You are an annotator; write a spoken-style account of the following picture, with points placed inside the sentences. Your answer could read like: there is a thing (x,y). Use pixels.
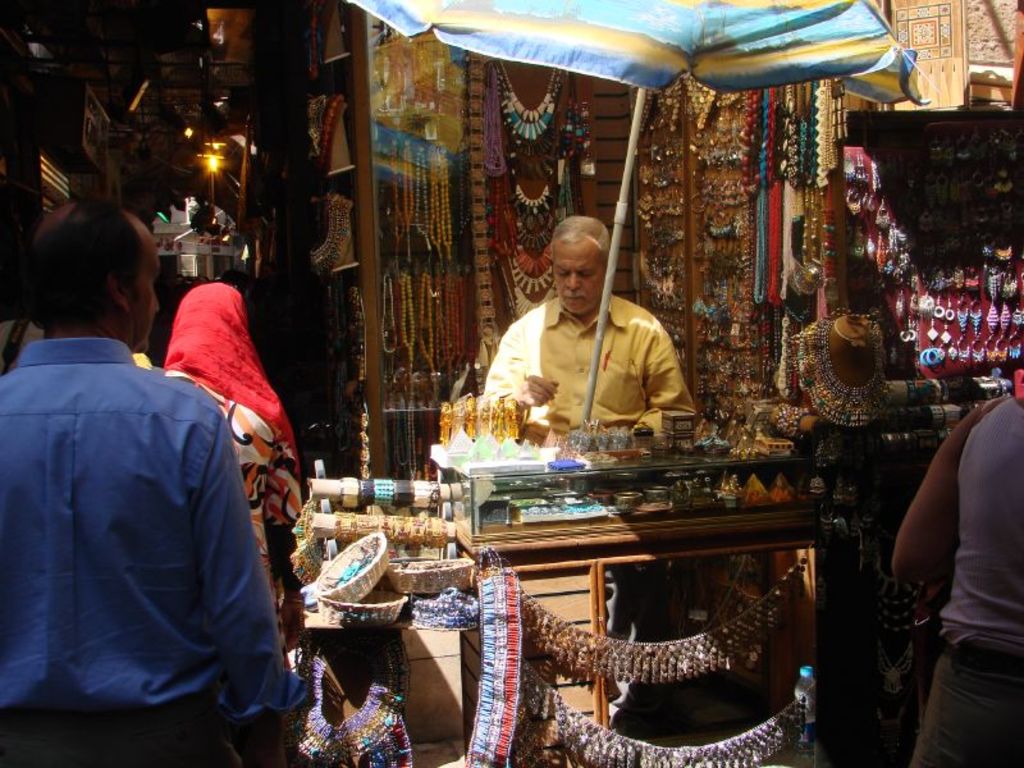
In this image we can see jewelry stores (768,434), persons (559,429) standing on the ground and parasols (721,58).
